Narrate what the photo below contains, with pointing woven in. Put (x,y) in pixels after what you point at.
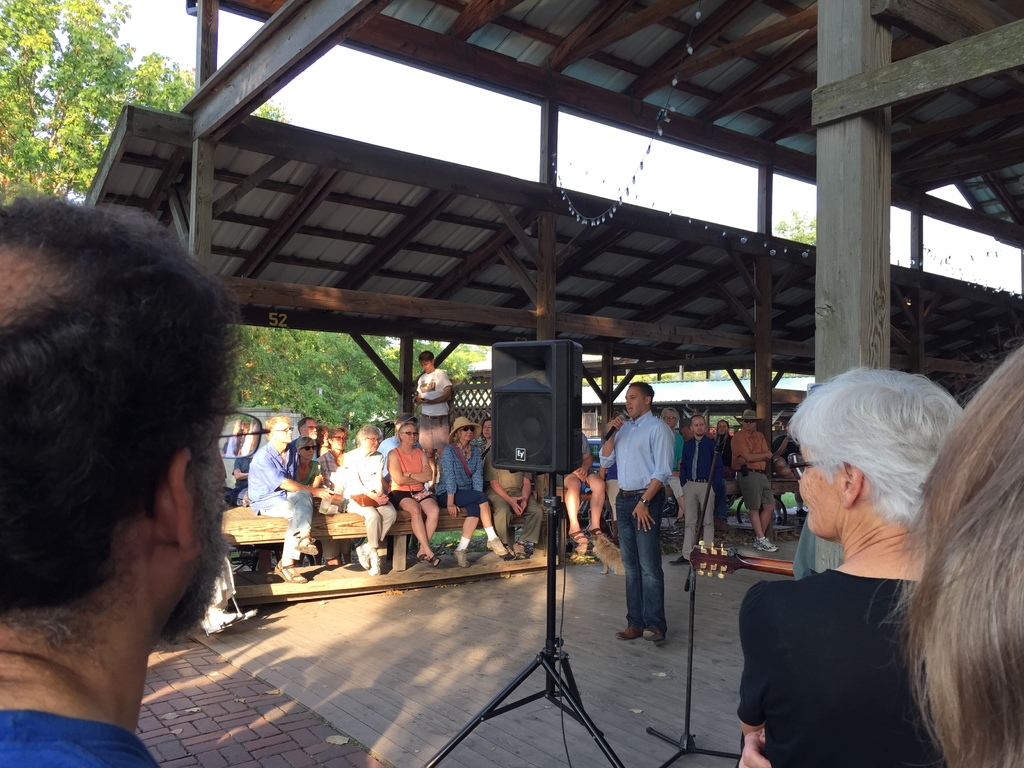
In this image we can see some sheds (725,346) with pillars (876,351), some people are sitting, one microphone stand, one speaker (537,434) with wire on the black stand (585,726), one musical instrument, some people (965,711) are standing, some people (449,449) are holding some objects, some dried leaves (390,590) on the floor (670,593), some trees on the ground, some wires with small lights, one dog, one man (657,595) standing in the middle (647,491) holding a microphone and speaking. At the top (701,204) there is the sky (707,219).
